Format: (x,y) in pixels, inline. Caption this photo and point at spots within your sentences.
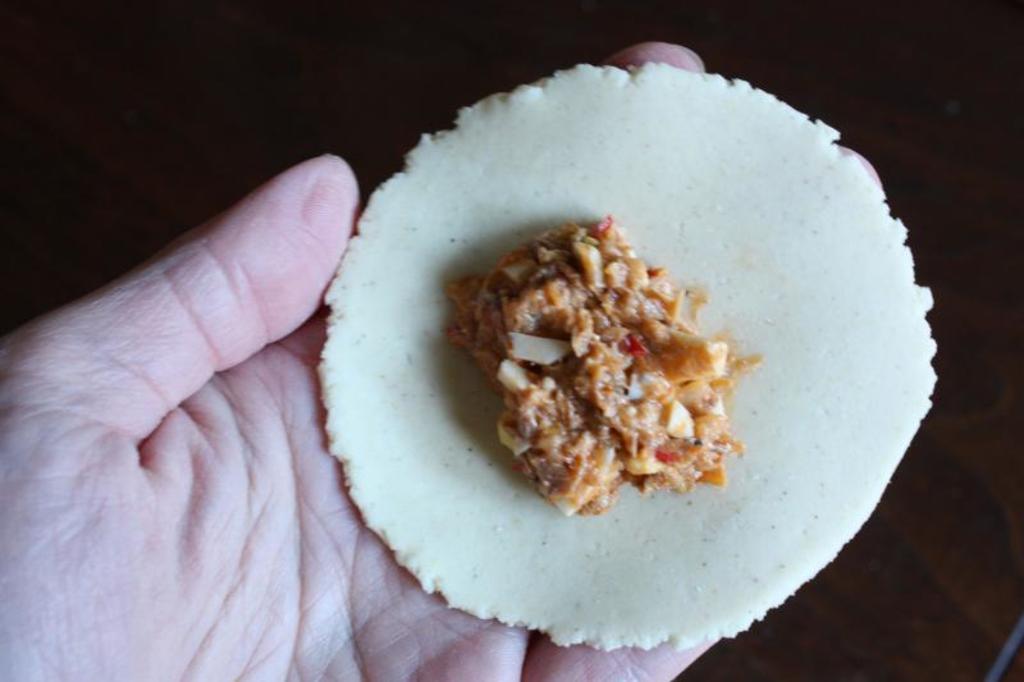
As we can see in the image there is a person (143,435) holding food item (578,382).
